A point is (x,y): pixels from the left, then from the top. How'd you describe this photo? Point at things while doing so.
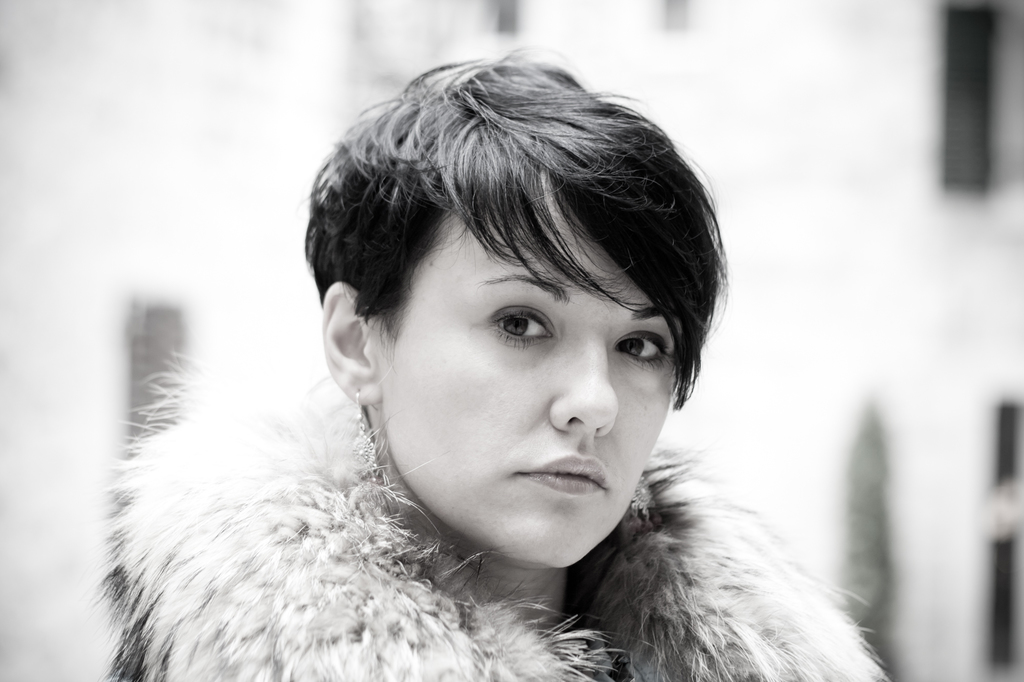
This is a black and white picture. The woman (419,499) in front of the picture is looking at the camera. Behind her, it is white in color. In the background (155,231), it is blurred.
